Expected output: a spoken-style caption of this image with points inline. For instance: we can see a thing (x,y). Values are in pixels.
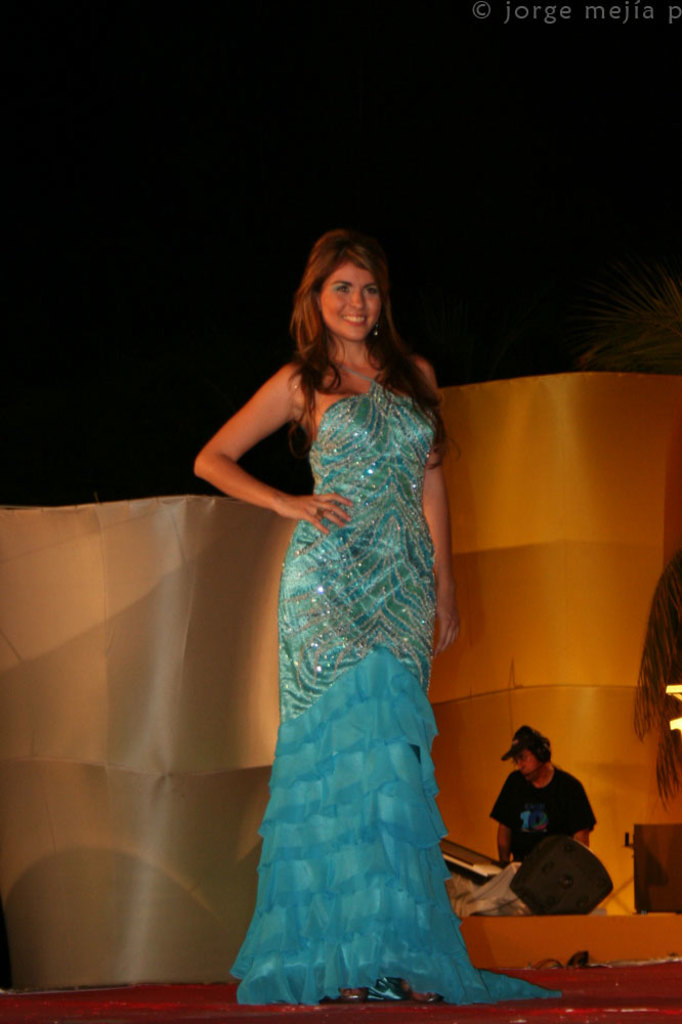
In this image a woman (379,635) wearing a blue dress (321,836) is standing on the stage (457,1017). Behind there is a person (543,820) wearing a cap (534,739). Before him there are few objects (593,862). Behind them there is wall (26,908).
